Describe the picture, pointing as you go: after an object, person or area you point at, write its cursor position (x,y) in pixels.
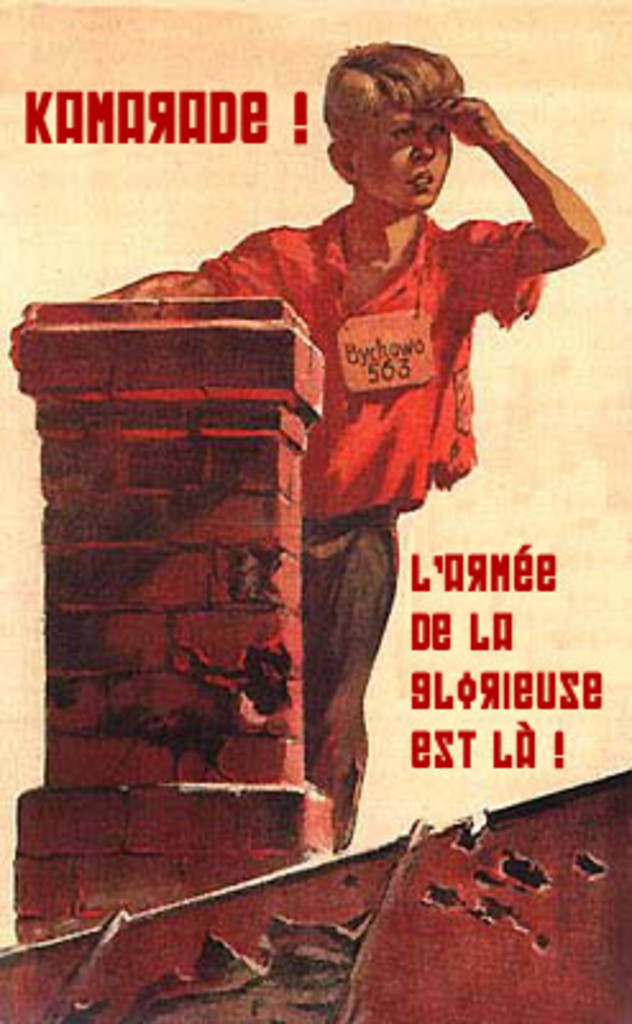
In this image we can see a painting (327,773).
